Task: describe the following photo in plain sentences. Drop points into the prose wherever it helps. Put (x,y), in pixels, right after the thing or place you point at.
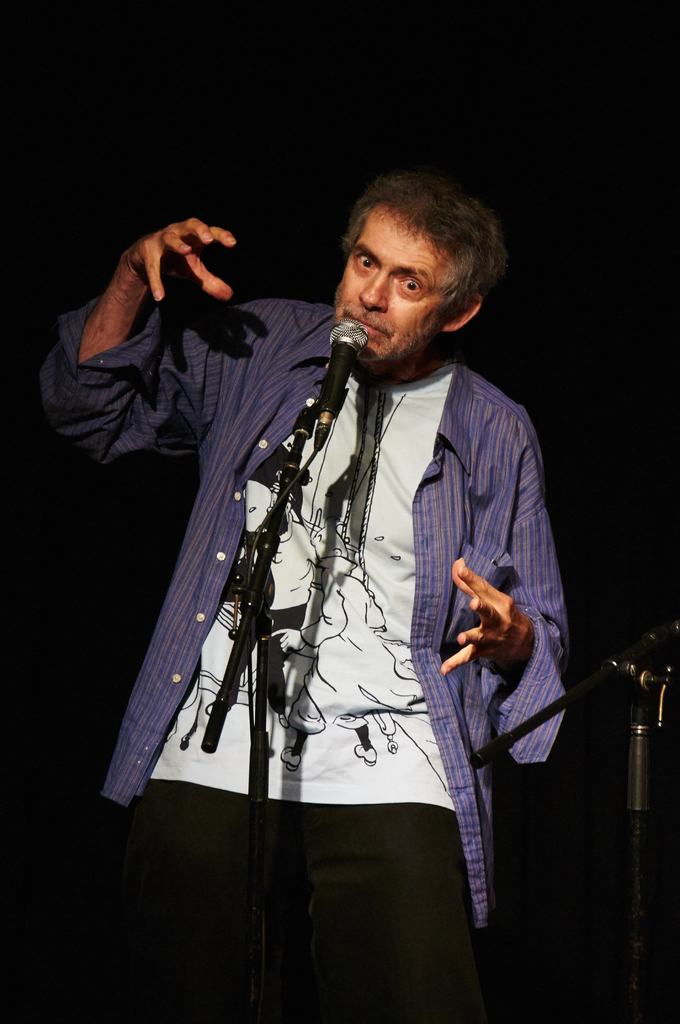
In this picture we can see a man (462,620), he is standing in front of the microphone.
